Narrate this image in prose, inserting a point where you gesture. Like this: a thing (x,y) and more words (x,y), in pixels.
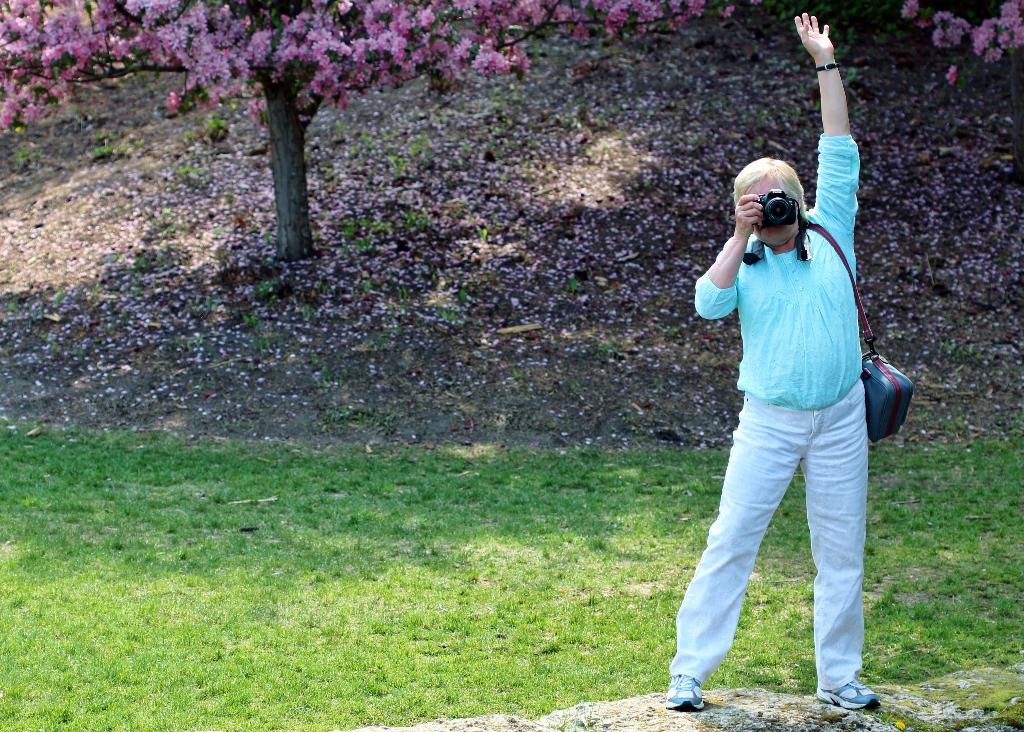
In this image in the front (798,248) there is a person (764,405) standing and holding a camera (785,221) and clicking a photo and there is a bag (863,305) with the person (853,343). In the center (487,452) there is grass (396,564) on the ground (442,549). In the background (371,64) there are flowers (192,72).
